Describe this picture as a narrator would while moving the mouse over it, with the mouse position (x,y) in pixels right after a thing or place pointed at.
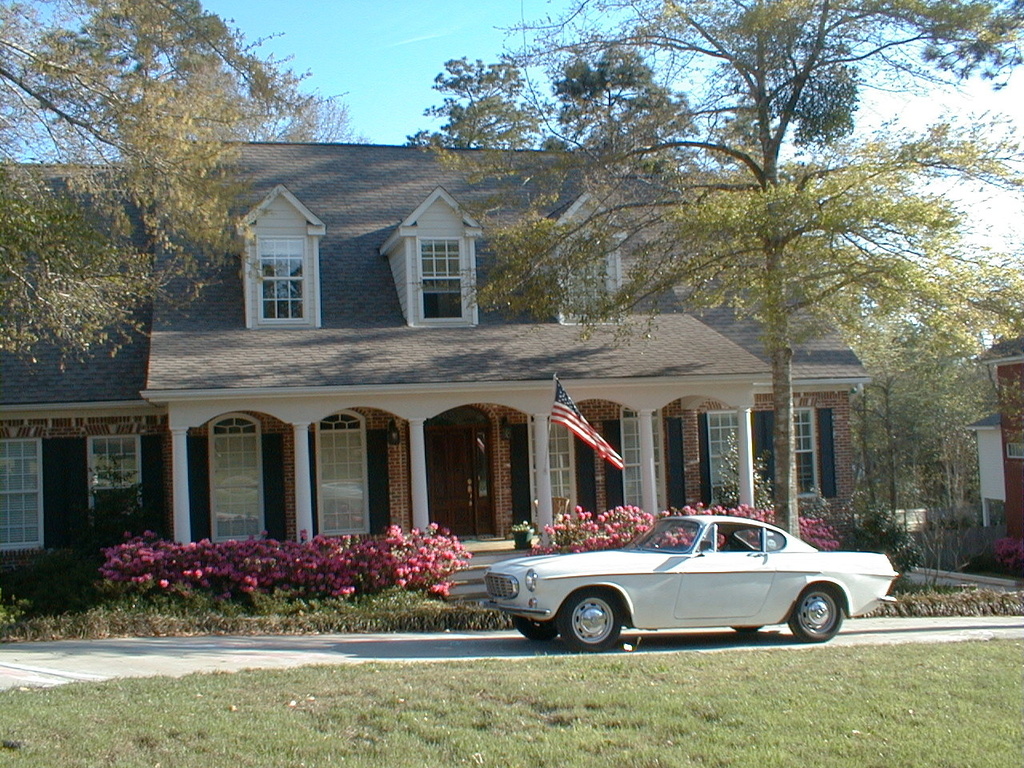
This is an outside view. Here I can see a building (187,416). In front of this building (175,421) there are many plants (319,575) and trees (887,443) and also there is a car (687,572) on the road (333,645). On both sides of the road (362,647) I can see the grass (331,683). At the top of the image (397,62) I can see the sky (381,58).
